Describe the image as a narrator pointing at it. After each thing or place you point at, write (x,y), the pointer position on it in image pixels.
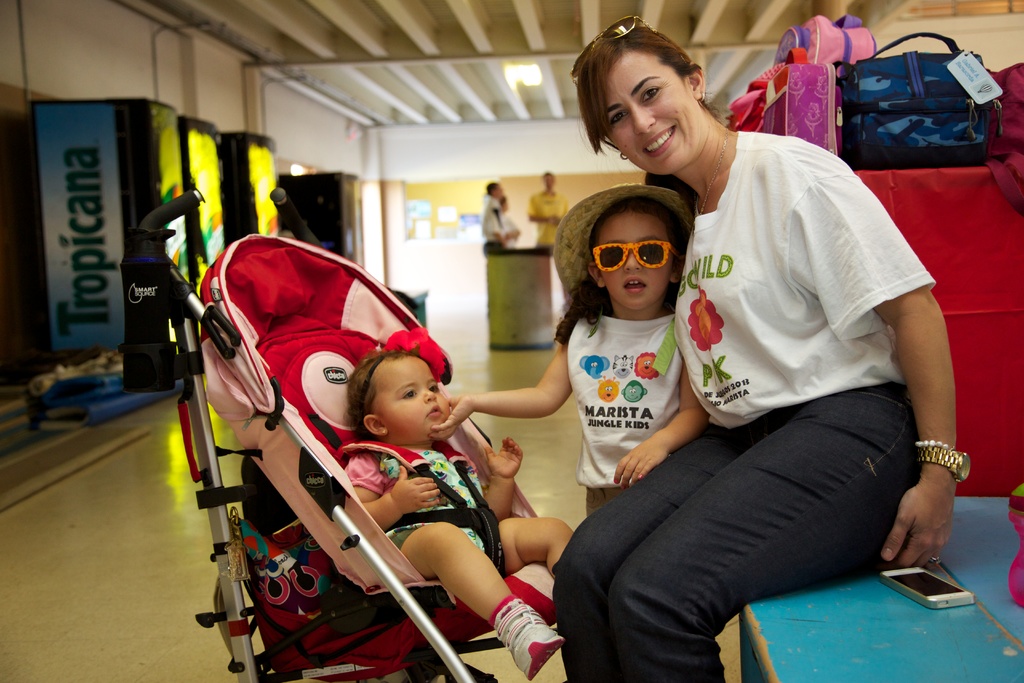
In this image there is a lady (774,456) sitting on the table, beside her there is a child (611,367) standing, in front of them there is a baby (415,498) sitting in the walker (338,525), behind them there is a table (948,226) with some luggages (887,107) on it. On the left side of the image (65,195) there are few machines (118,214) and there are a few people (500,247) standing. At the top of the image (354,44) there is a ceiling (333,93).
